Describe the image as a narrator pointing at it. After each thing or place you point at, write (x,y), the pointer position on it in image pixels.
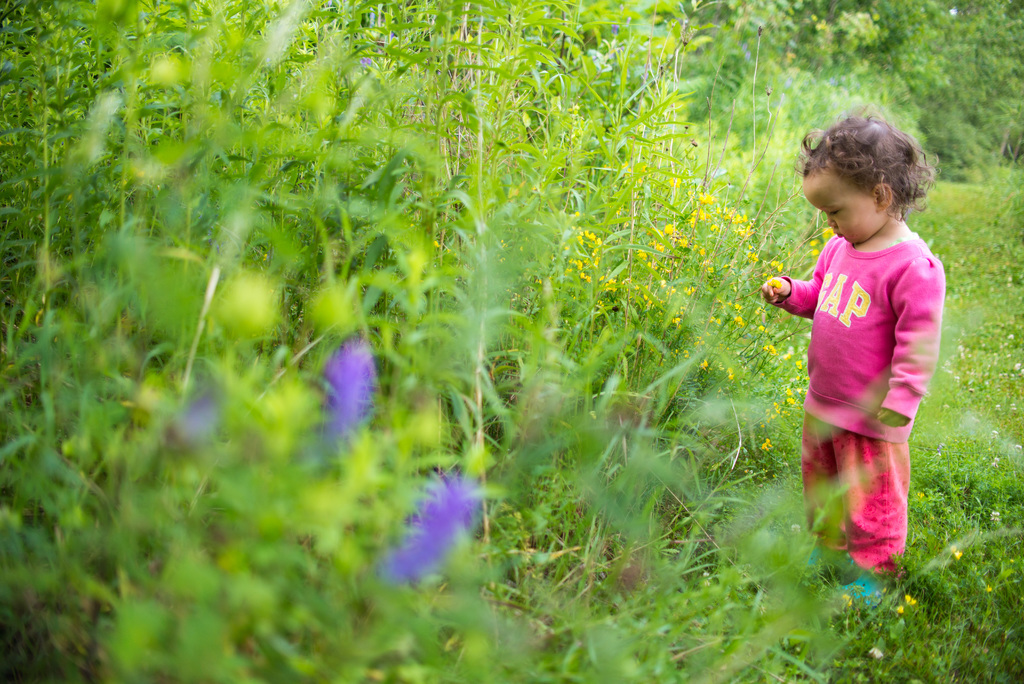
In this image we can see a kid (892,319) standing on the ground (944,409), there are few plants (634,250) with flowers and trees (904,49) in the background (907,62).
